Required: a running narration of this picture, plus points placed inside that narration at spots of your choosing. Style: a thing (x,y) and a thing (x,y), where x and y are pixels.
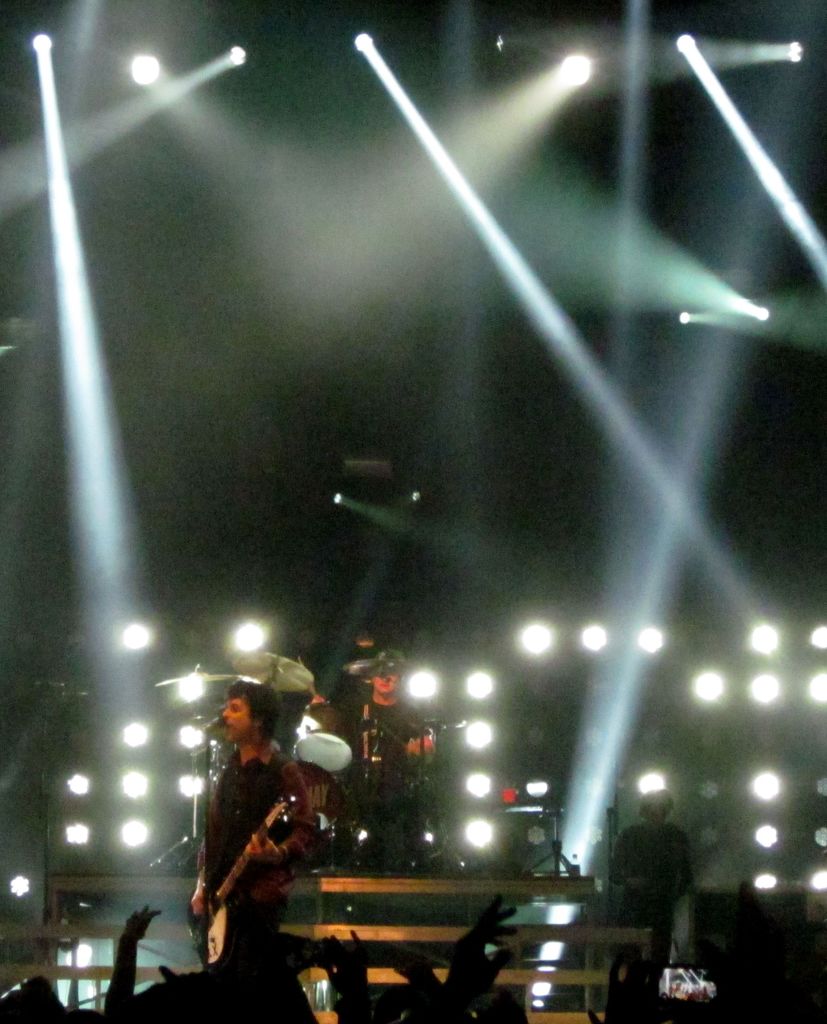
In this image we can see a person (296,789) playing a guitar (294,802) and in front of him there is a mic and behind there is a person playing musical instrument (425,843) and there are few people (286,1007). We can see the stage lights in the background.
